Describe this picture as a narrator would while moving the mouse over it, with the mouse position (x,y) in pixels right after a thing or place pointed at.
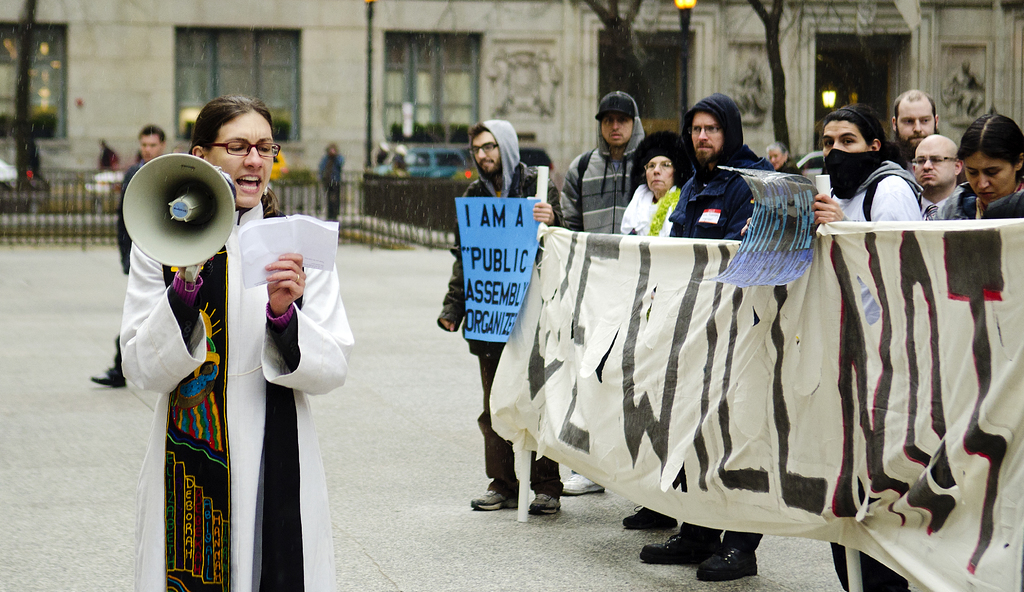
This is an outside view. On the left side (234,263) there is woman (236,398) standing, holding a paper (257,258) and a speaker (176,219) in the hands (283,274) and speaking by looking at the paper (287,246). On the right side (888,184) there are few people (600,187) standing by holding a banner (634,314) and few posters (483,276) in the hands (817,203). In the background (470,44), I can see a building (356,54) along with the windows (296,48) and also there are some trees (612,56) and poles (370,116). On the ground (370,256), I can see few people (141,155) and also there are few vehicles (438,155) and railing (387,195).
